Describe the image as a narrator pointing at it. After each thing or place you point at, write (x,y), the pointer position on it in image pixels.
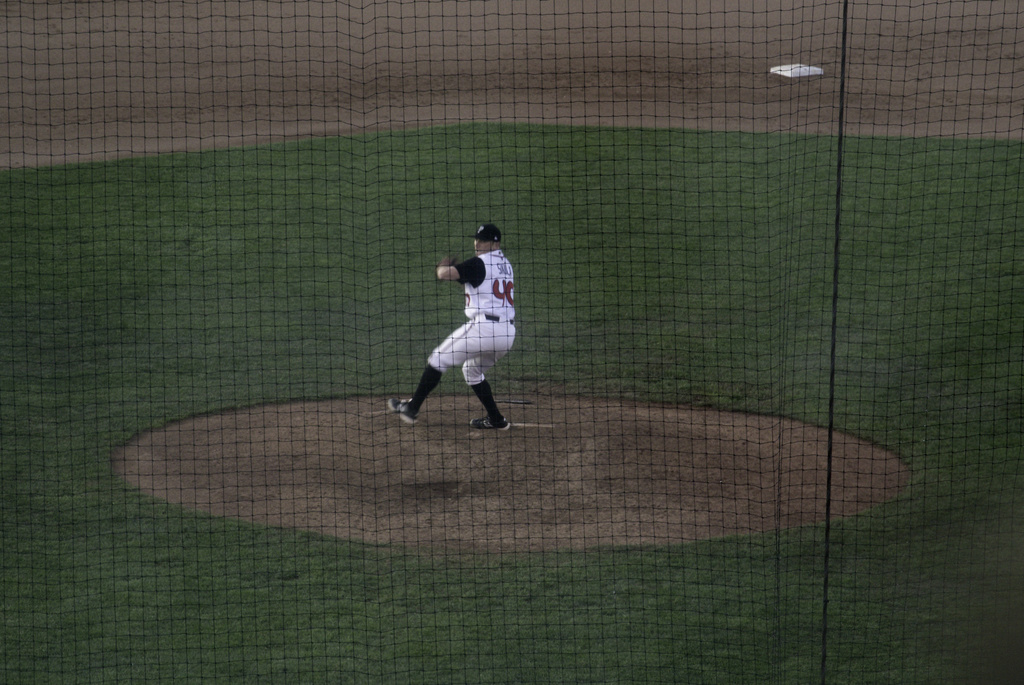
As we can see in the image there is a net (238,368), grass (238,368) and a man (504,278) wearing white color dress (497,323).
